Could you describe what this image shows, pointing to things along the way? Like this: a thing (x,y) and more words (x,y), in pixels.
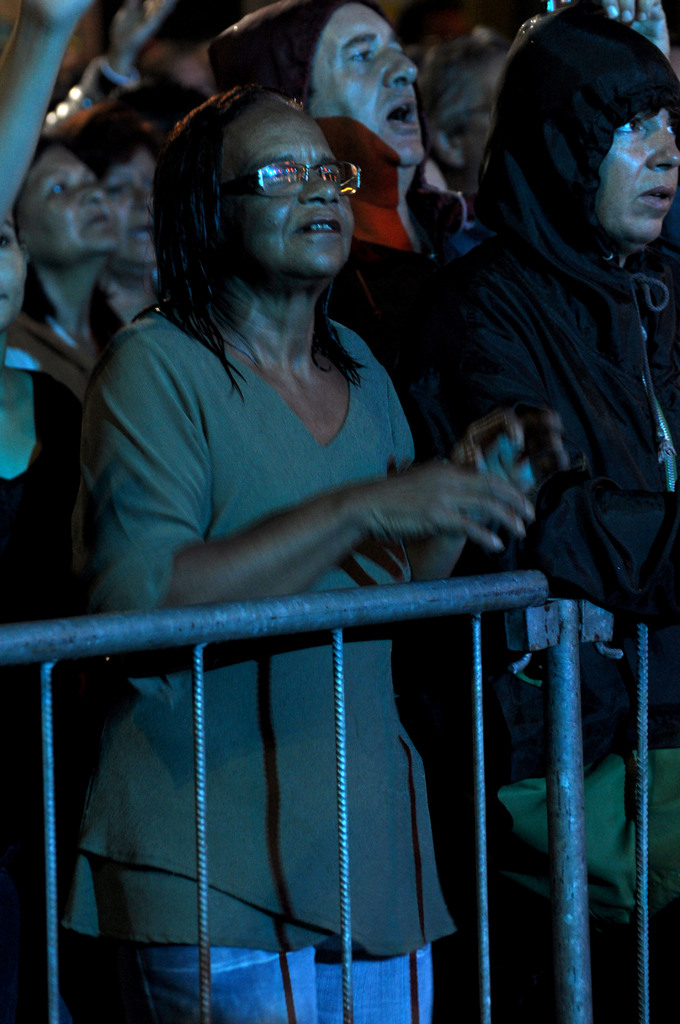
In this image I can see the railing (645,743). In the background (38,139) I can see group of people (303,84) standing. In front (149,456) the person (226,409) is wearing green and blue color dress (139,468).
